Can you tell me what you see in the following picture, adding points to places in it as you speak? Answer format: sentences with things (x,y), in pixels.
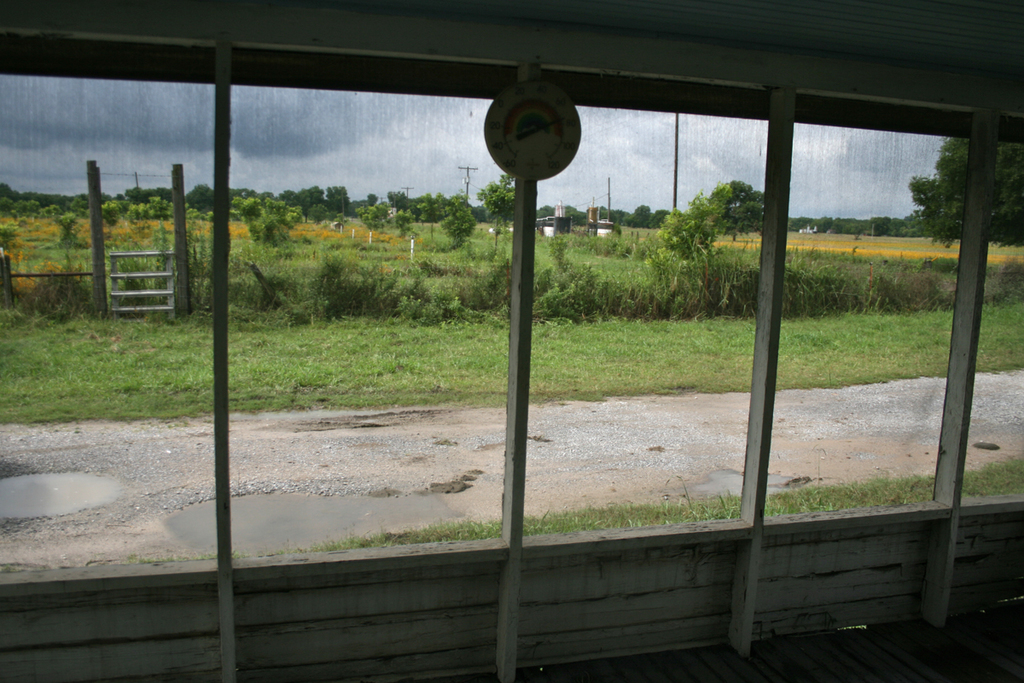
In this image there is a wall (29,612), for that wall (230,596) there are glass window (808,165), through the windows (859,174), road (572,448), grassland (574,366), tree (695,245) and the sky (415,150) are visible.
